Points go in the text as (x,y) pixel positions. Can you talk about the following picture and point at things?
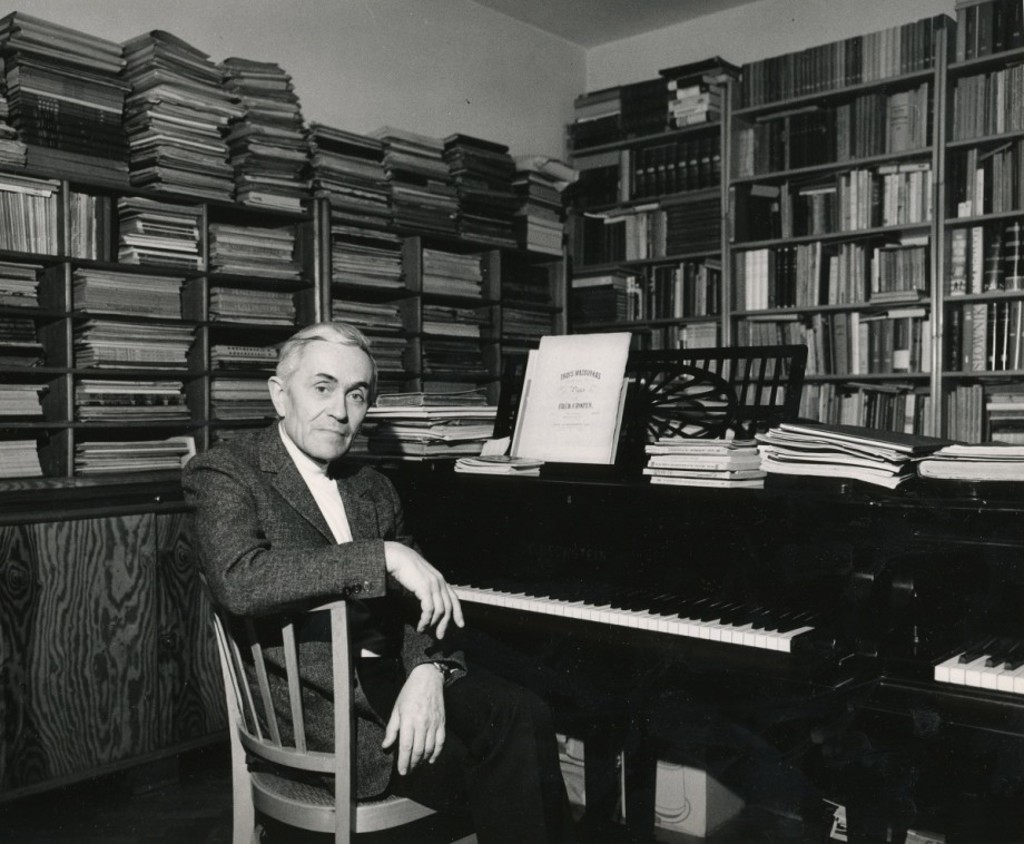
There is a man (208,516) sitting in chair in front of piano (675,618) with lot of books (768,460) in it behind him there is a book shelf (24,371) with lots of books (236,241).
